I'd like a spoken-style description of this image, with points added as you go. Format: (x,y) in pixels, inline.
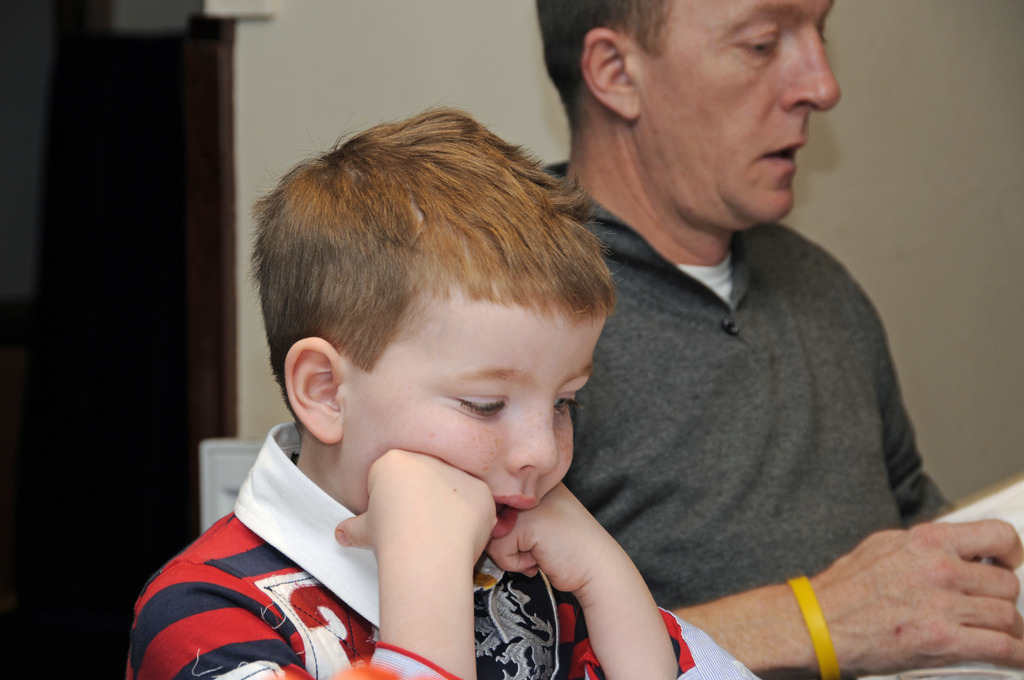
In this image there is a boy (588,263) and a person (655,329), a person (655,329) holding an object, and in the background (992,463) there is wall (1018,351).
